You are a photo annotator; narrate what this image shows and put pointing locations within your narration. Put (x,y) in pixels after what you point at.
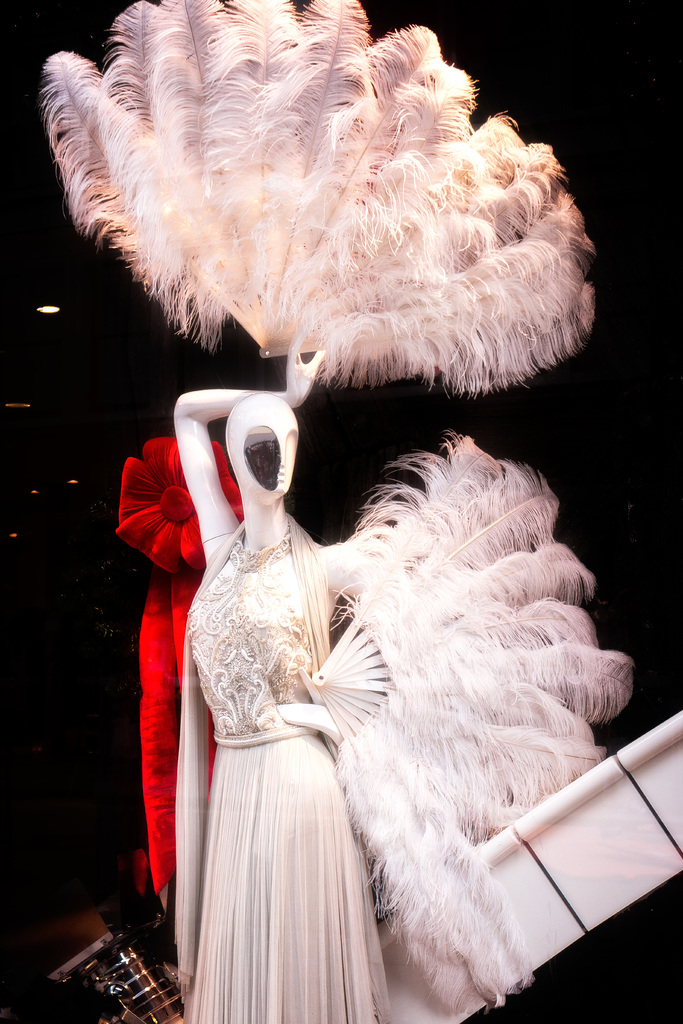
In this picture we can see a gown (247,708) and a mannequin (206,560).
